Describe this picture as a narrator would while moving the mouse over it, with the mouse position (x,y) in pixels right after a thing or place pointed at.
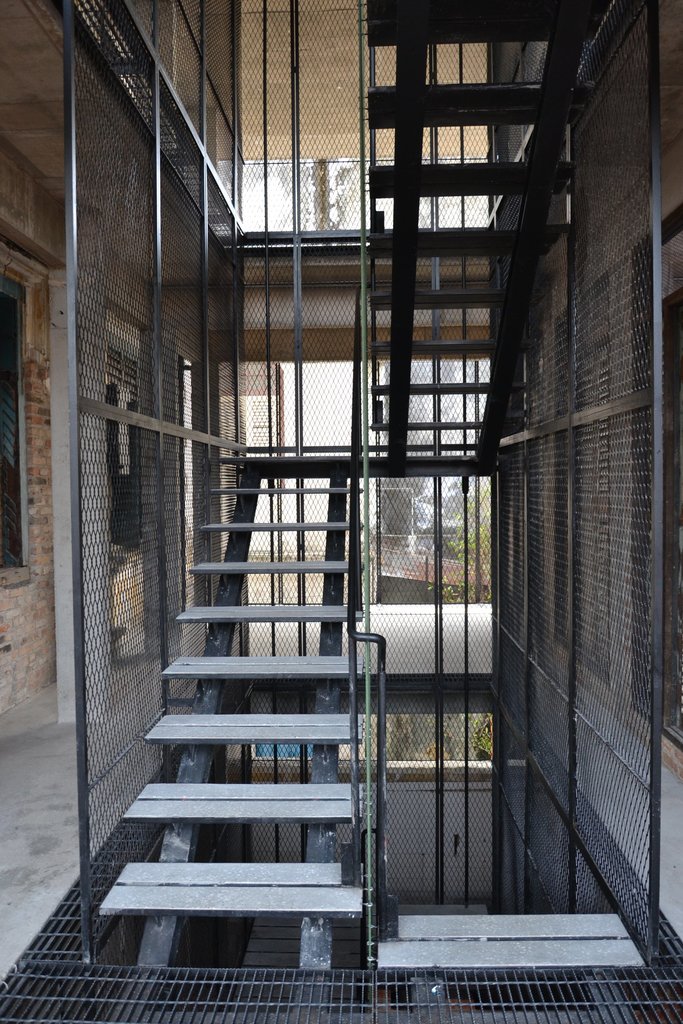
This is the picture of a building (30,624). In the middle of the image (428,460) there is a staircase (265,896) and there is a fence (619,596) beside the stair case (278,889). On the left side of the image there are windows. At the back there are trees (465,513).
